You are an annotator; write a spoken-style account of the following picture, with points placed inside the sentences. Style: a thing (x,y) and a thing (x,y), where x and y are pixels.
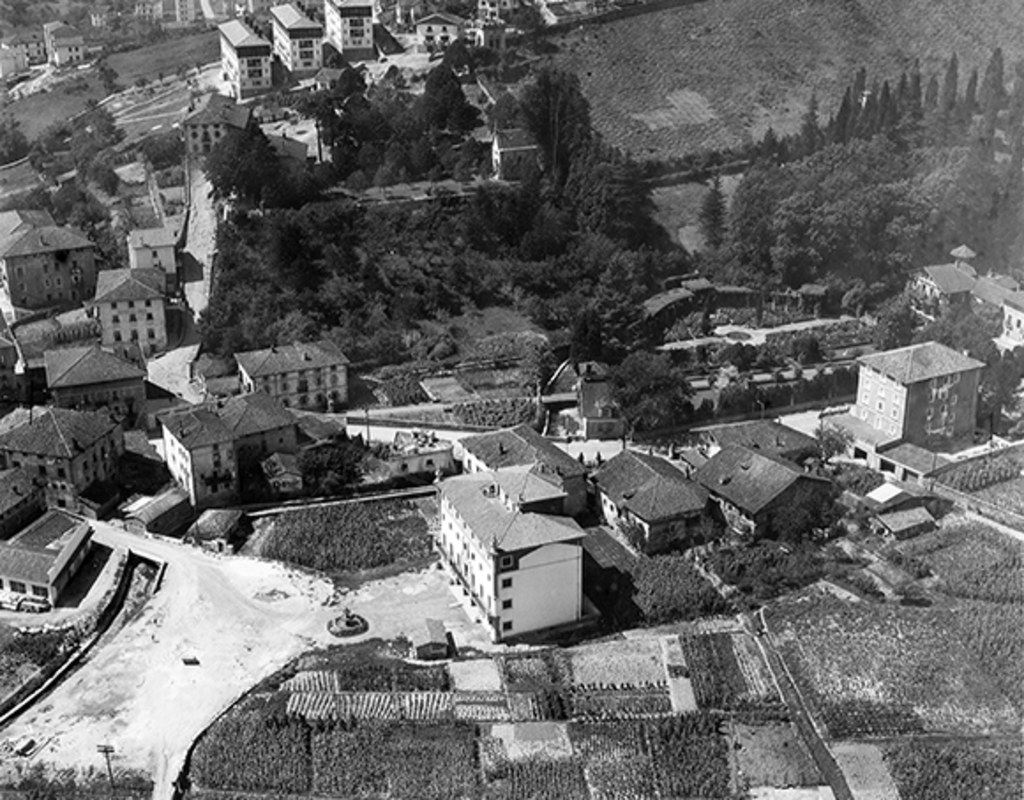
It is the black and white image in which we can see there are so many buildings (292,462) one beside the other. we can see the aerial view of the area (447,264) and there are so many trees (521,210) in between the houses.
